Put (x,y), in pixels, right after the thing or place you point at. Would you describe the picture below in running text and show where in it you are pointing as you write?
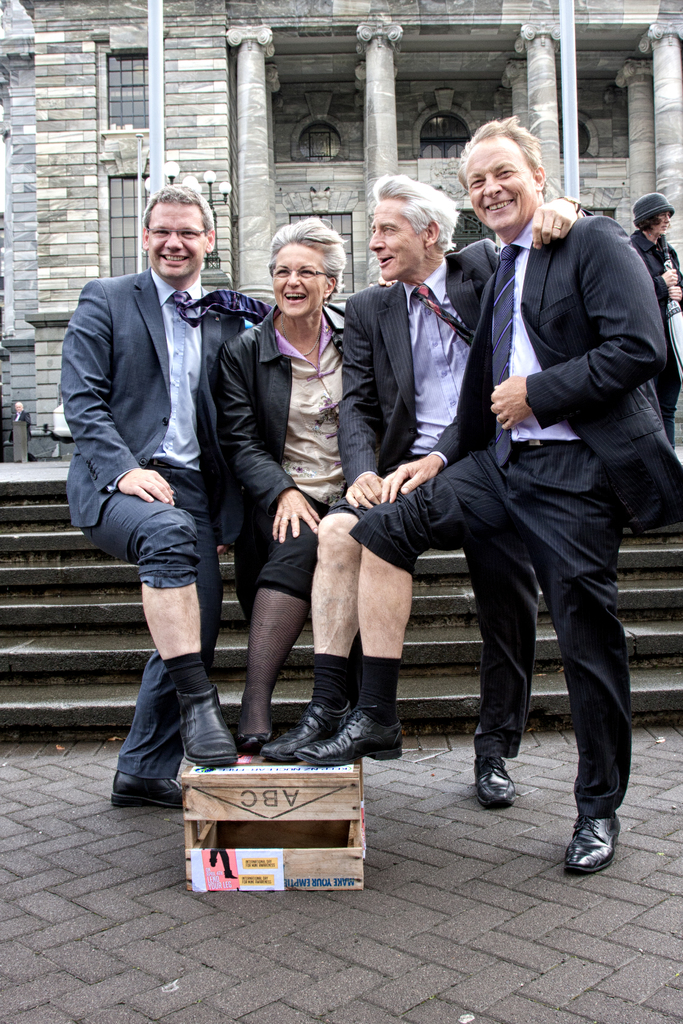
Here I can see four persons (390,339) wearing suits (645,465), putting their right legs (307,591) on a wooden box (296,796) and laughing. At the back of these people (132,521) there are stairs (29,540). On the right side (661,247) there is one person (657,254) standing. In the background (317,144) there is a building (56,131) along with the pillars (259,219) and windows (144,101).
